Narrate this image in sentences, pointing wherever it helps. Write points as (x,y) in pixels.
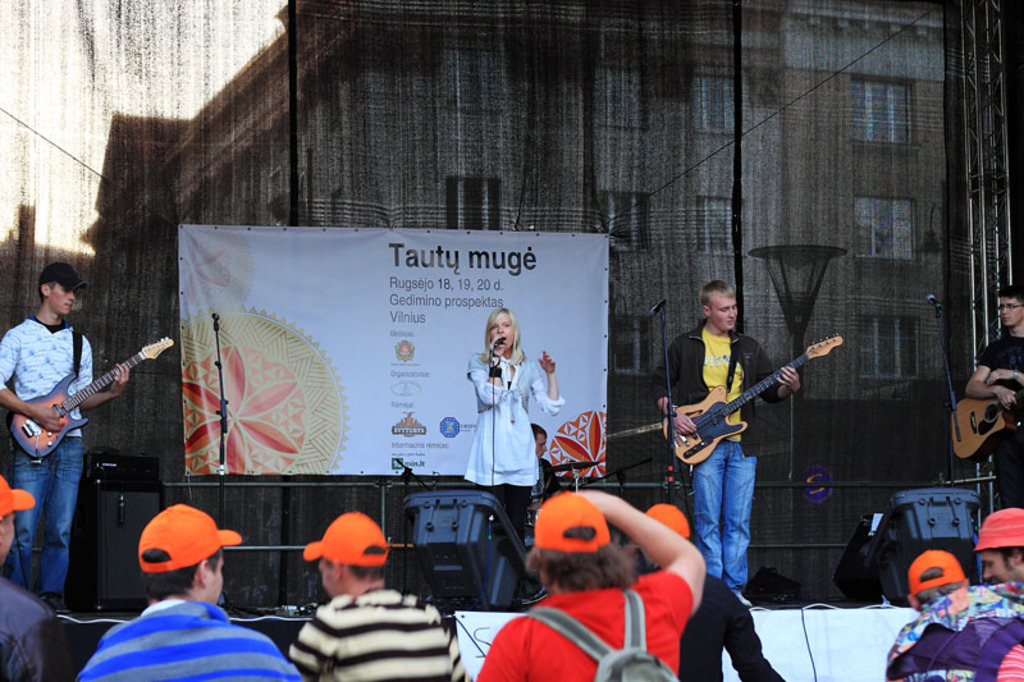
In the middle (505,406) a woman (486,447) is singing in the microphone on either side of her two men (33,353) are playing the guitars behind her there is a banner (426,326) people (1013,678) standing in the down wearing Orange Caps (212,538).
